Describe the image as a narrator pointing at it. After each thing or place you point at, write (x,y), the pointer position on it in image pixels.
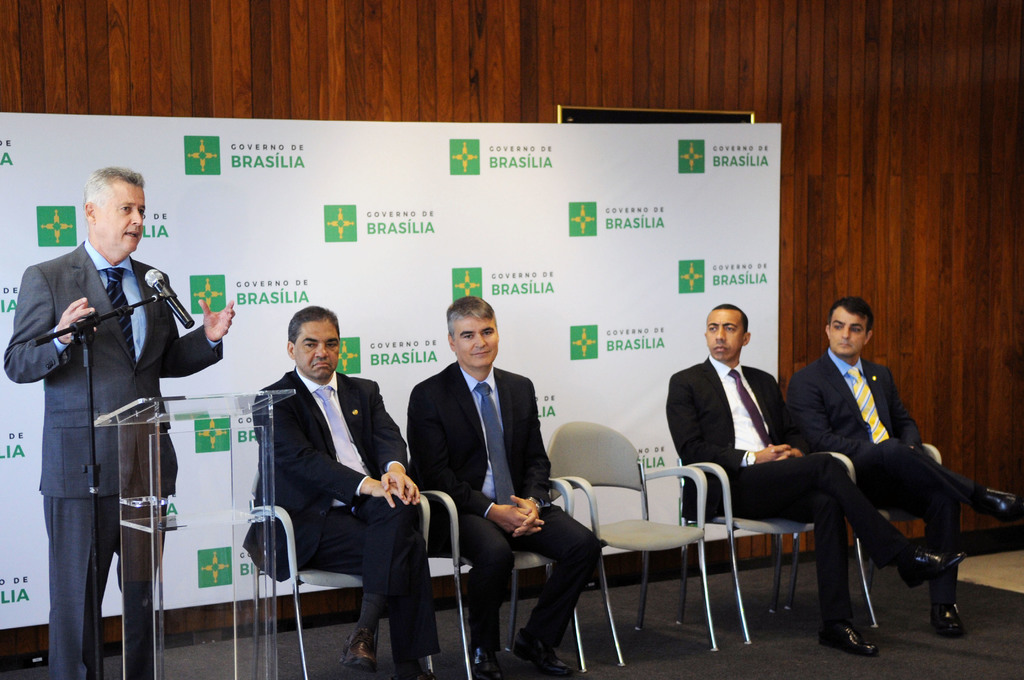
In this image we can see one person (102,255) standing. Four (446,438) are sitting on chairs (661,537). And there is a stand (219,415). And there is a mic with mic stand (91,459). In the back (312,86) there is a wooden wall (855,144). Also there is a banner (472,222) with something written.
